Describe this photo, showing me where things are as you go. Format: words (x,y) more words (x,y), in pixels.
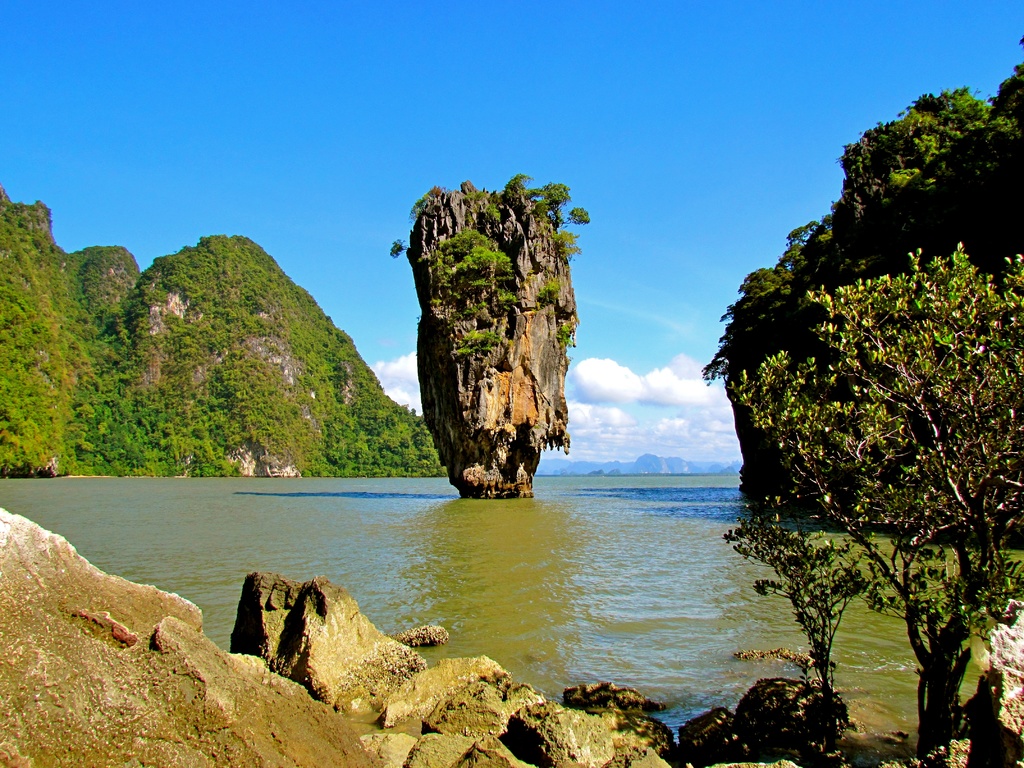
In this image there are rocks (93,693) and we can see trees (1012,536). At the bottom (456,516) there is water (366,523). In the background (361,425) there are hills (296,357) and sky (377,315).
